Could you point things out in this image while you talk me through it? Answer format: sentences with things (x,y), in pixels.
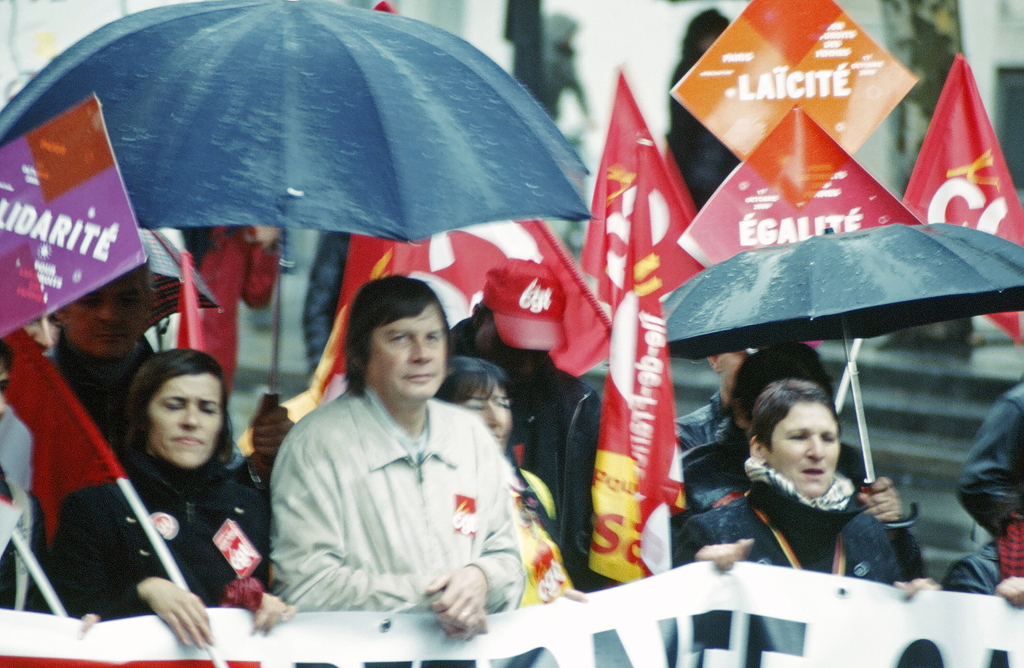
In this image there are many people (457,490) standing. They are holding flags (612,264), umbrellas (300,134), placards (32,169) and a banner (599,643) in their hands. Behind them there are steps (903,383). The background (598,34) is blurry.
